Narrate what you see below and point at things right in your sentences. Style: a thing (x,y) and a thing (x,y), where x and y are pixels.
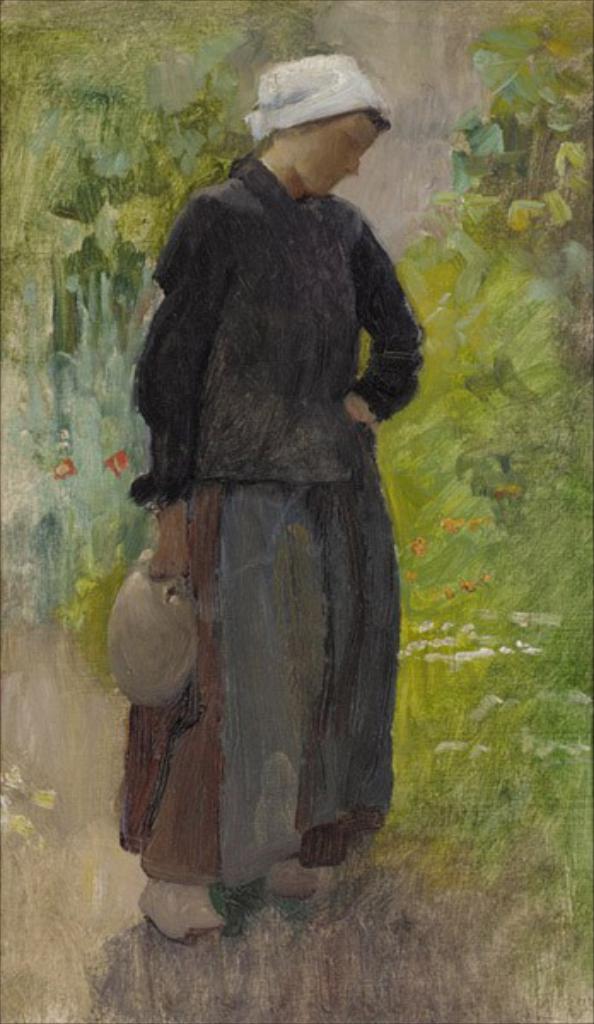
In this picture there is a painting (171,301) of the woman (260,306) wearing a black dress (315,486) and standing in the ground (315,961). Behind there are some green plants (69,306).
